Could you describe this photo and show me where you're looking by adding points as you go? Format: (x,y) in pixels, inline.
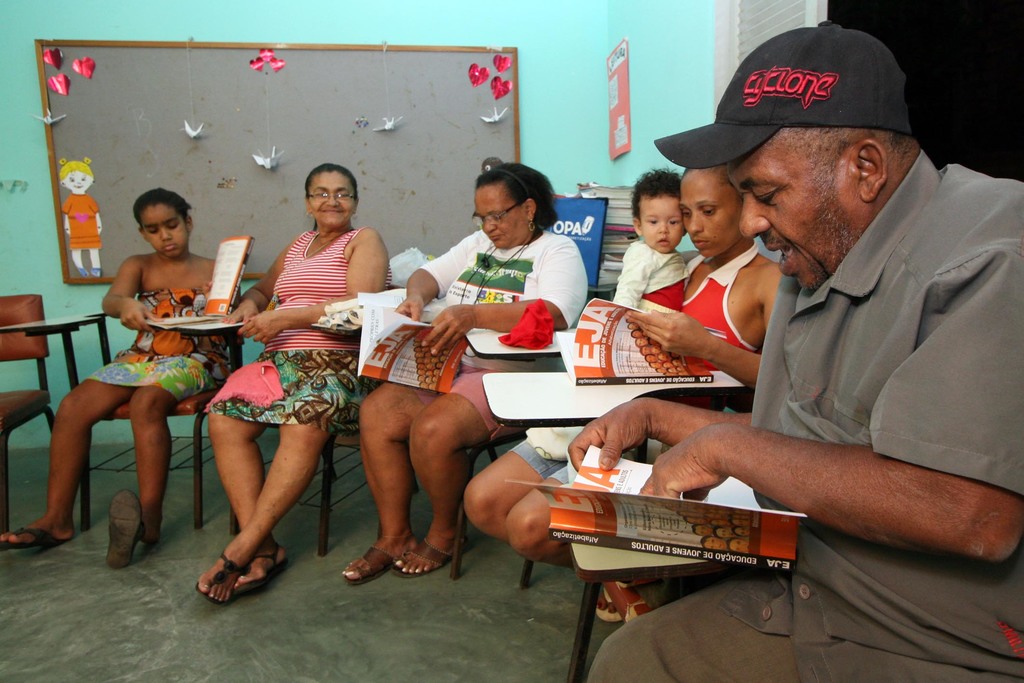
In the center of the image (412,301) we can see people (297,348) sitting on the chairs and holding books (662,377) in their hands (141,325). In the background (234,182) there is a board (246,187) and a paper (613,134) placed on the wall (561,134).
